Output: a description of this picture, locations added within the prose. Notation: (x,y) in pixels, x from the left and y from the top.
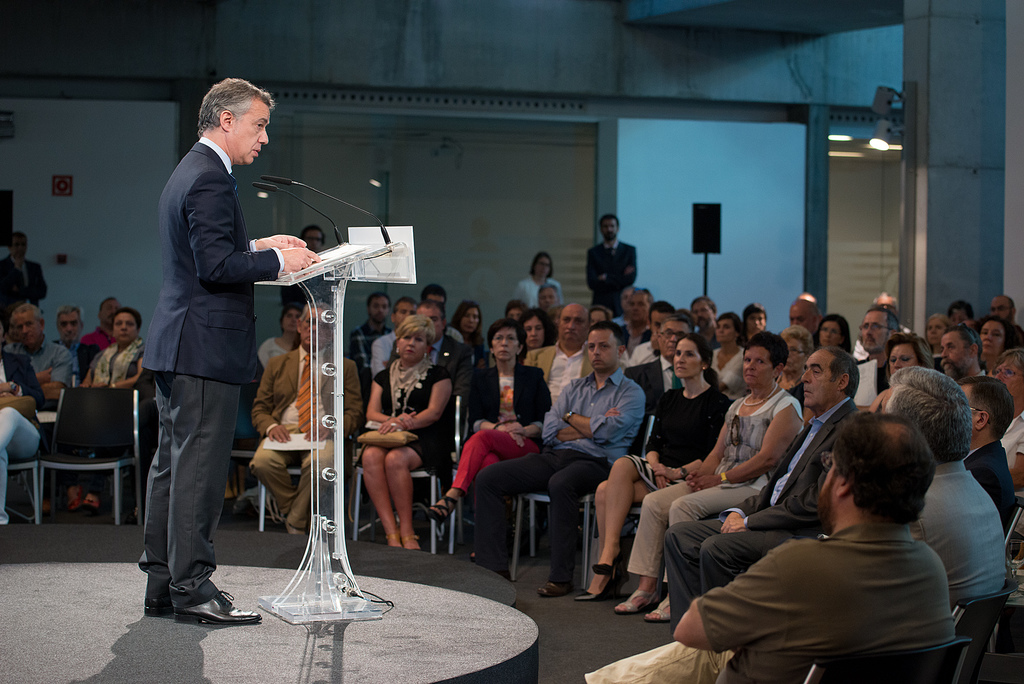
In this image we can see a man (244,300) standing on the stage (183,642) in front of the podium (331,594) and also the mikes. We can also see the people (660,428) sitting on the chairs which are on the floor (640,622) and there are a few people (541,261) standing. In the background (557,225) we can see the wall (455,78), lights (879,149), pillar (936,137) and also the sound box (698,235) with the stand (703,284). On the left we can see some board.
